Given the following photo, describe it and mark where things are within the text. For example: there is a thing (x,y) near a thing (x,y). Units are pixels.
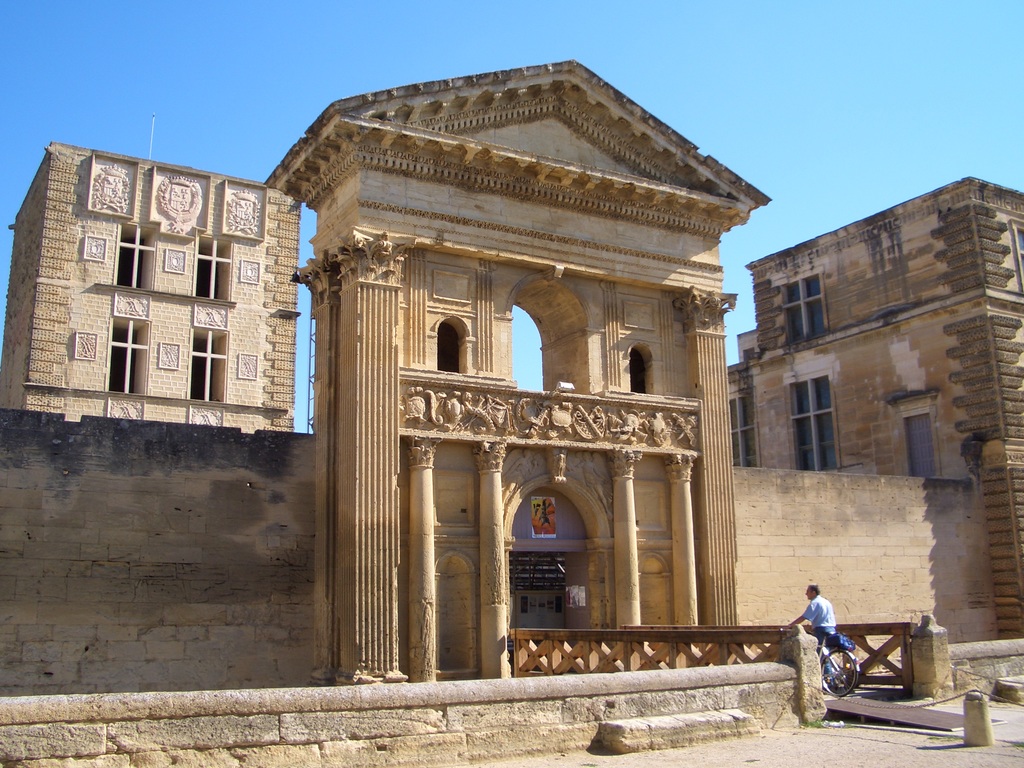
In this picture we can see buildings (995,319). Here we can see a poster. There is a wall (883,536). Here we can see a person (812,589) on the bicycle (858,668). In the background (713,101) there is sky (680,107).
